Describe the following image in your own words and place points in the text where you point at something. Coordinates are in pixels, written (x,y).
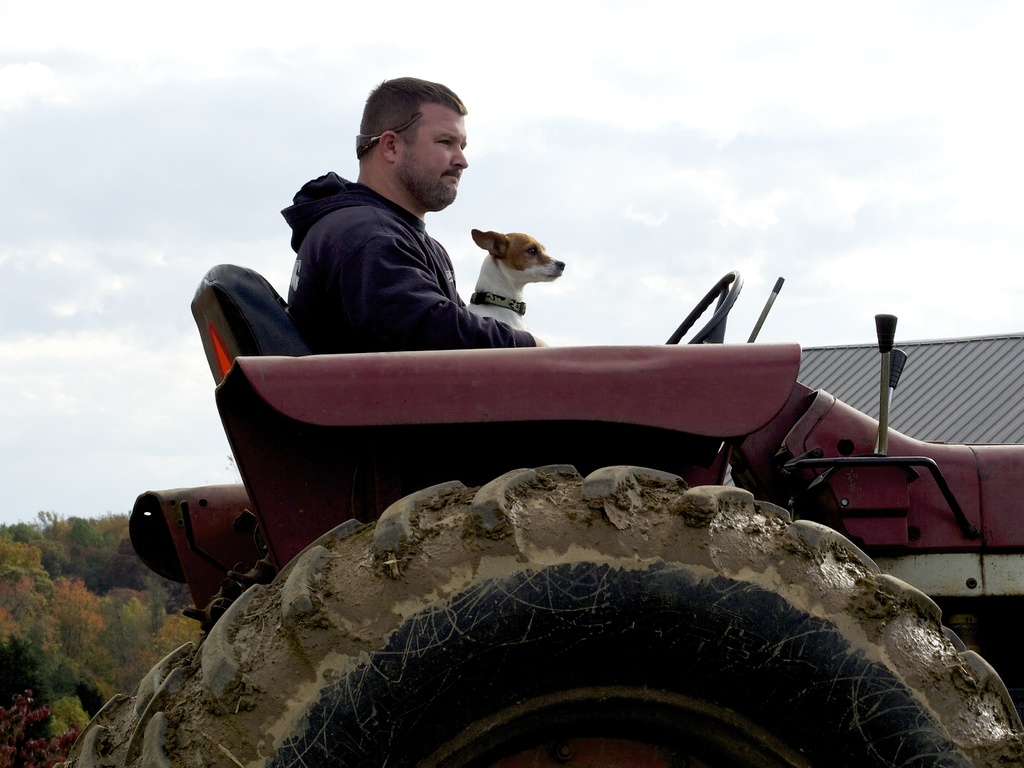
In this image i can see a man (310,312) and a dog (494,274) sitting in a vehicle (506,497) at the back ground (113,568) i can see a tree (90,599) and sky (122,396).
